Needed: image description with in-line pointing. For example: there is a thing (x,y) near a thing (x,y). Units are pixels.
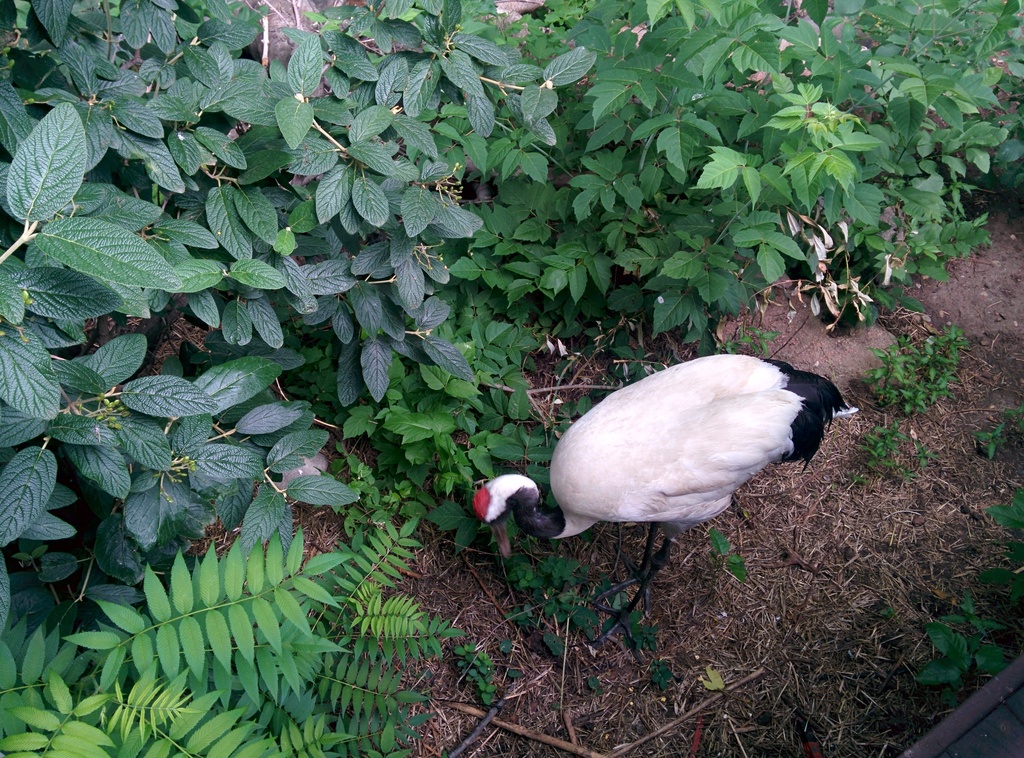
Here we can see a bird (706,433) and there are plants (760,228).
